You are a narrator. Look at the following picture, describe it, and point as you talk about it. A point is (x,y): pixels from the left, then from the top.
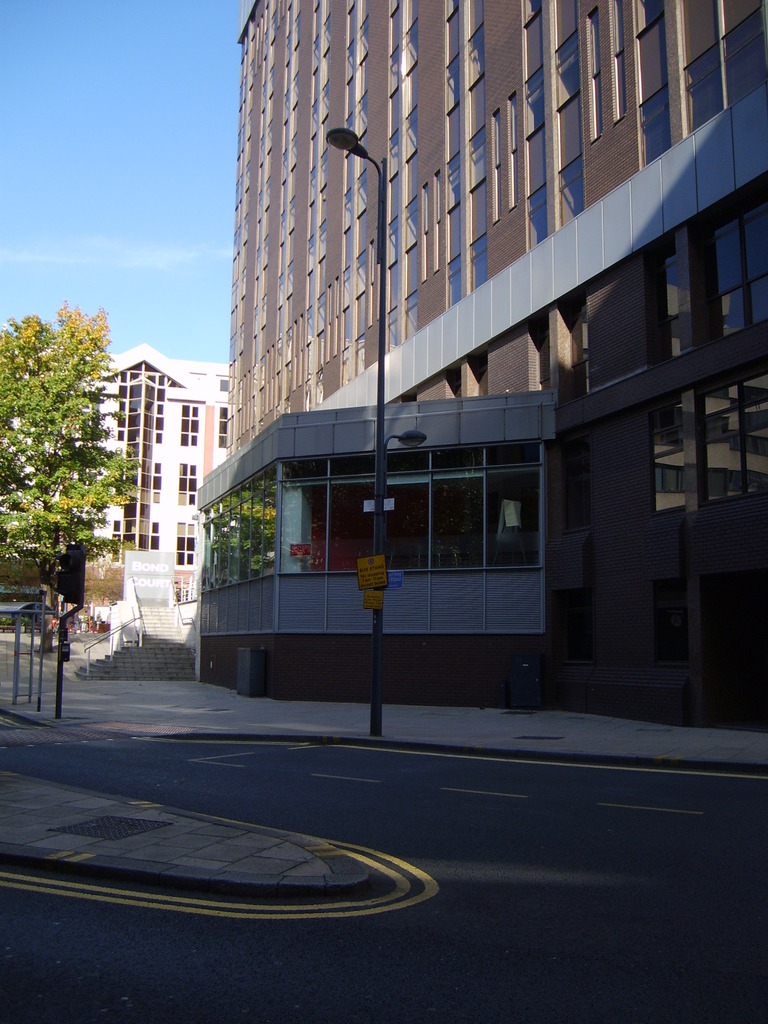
In the image we can see there is a road (682,898) and there are street light poles (360,151) on the ground (509,767). There are buildings (368,335) and there is a clear sky (171,101).
